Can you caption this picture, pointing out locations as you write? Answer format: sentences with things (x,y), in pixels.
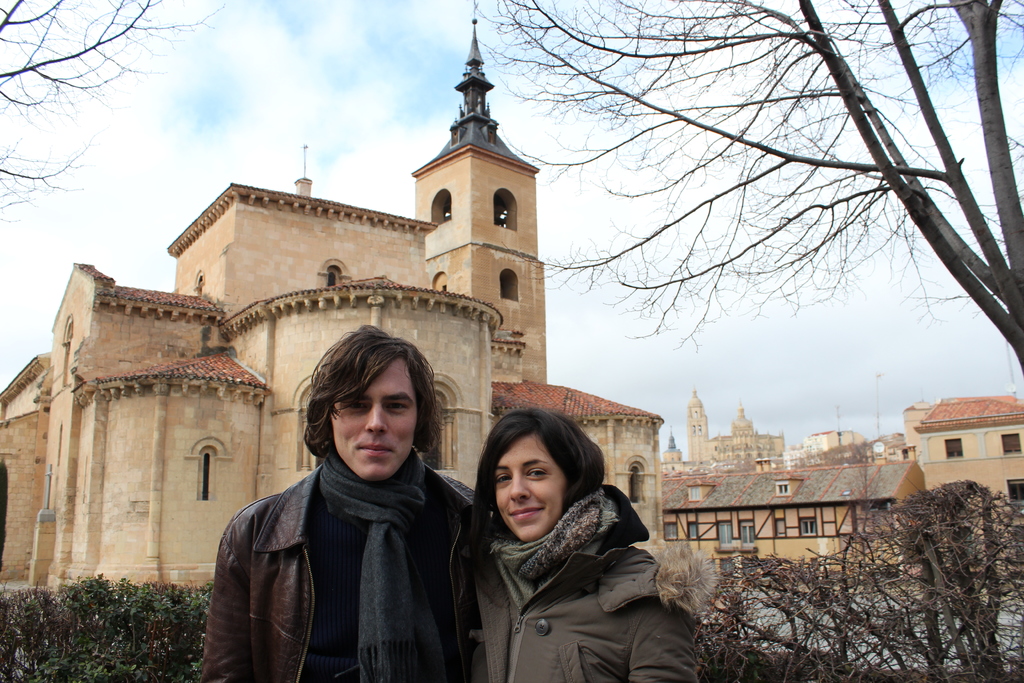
In this image I can see 2 people (551,658) standing, they are wearing coats (503,591). There are plants (1005,527) and buildings (10,385) at the back (779,525). There is a tree (996,222) on the right (708,152) and there is sky (164,134) at the top (271,176).
